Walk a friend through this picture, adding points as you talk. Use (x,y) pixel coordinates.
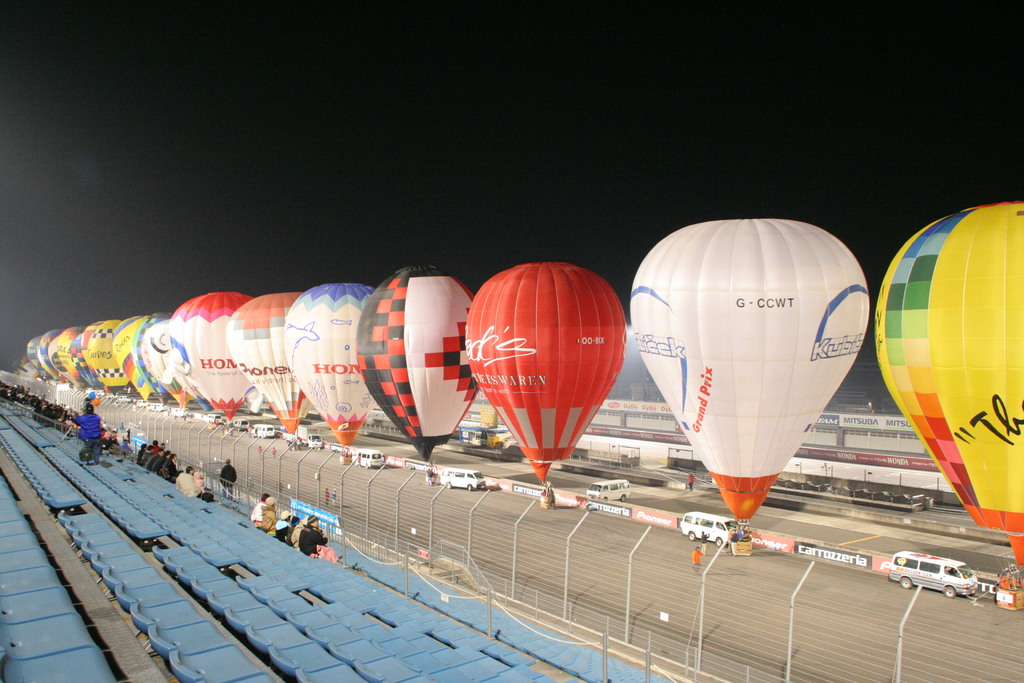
As we can see in the image there are chairs (121,562), few people (200,495) here and there, hot air balloons (544,491), buildings (880,434) and sky (379,41).
